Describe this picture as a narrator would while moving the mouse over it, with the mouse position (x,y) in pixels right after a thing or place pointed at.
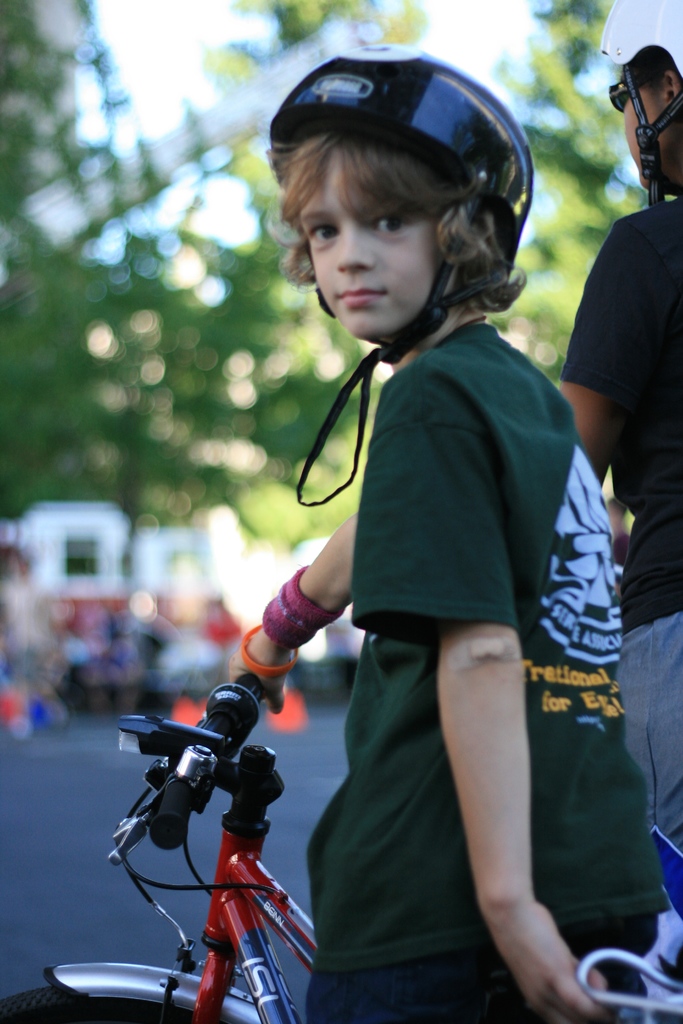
In the middle of the image (438,590) a boy (325,240) is standing on a bicycle (122,990). Top right side of the image (659,53) a person (675,29) is standing. Top left side of the image (74,122) there are some trees (201,461) and there are some vehicles (202,530).
